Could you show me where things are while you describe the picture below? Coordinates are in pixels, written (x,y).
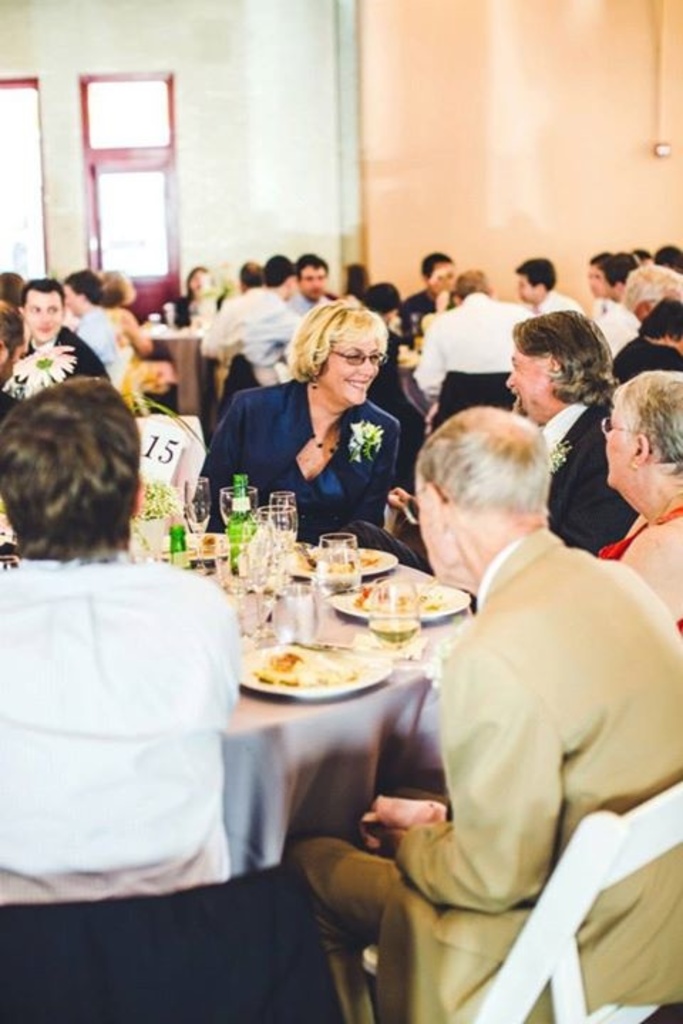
In this picture group of people (480,855) sitting on the chair (578,979). There is a table (343,706). On the table (343,749) we can see plate (339,689), food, glass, bottle (241,530), flower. On this background (331,92) we can see wall (74,169), window (9,117), door (96,160).
